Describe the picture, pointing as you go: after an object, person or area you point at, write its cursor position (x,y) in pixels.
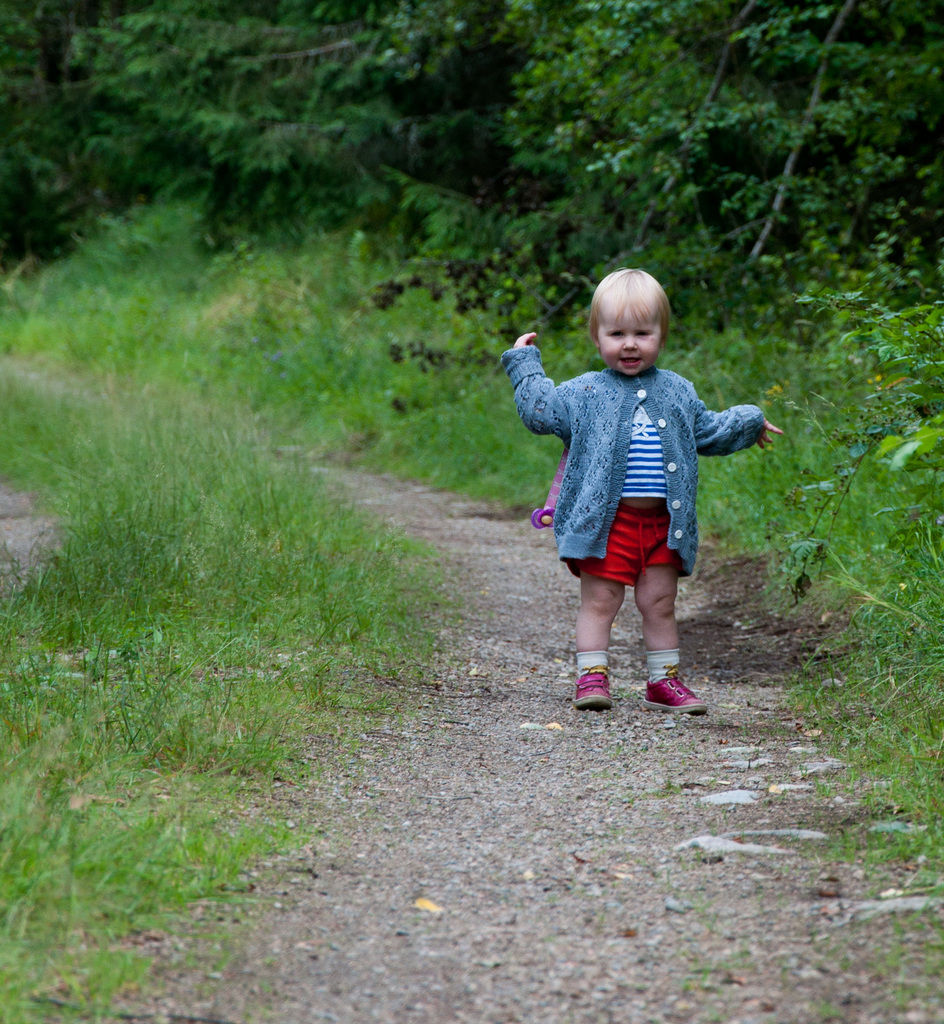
In this image we can see a child (648,621) standing on the ground (584,728), trees (518,177), plants (468,257) and grass (170,582).
